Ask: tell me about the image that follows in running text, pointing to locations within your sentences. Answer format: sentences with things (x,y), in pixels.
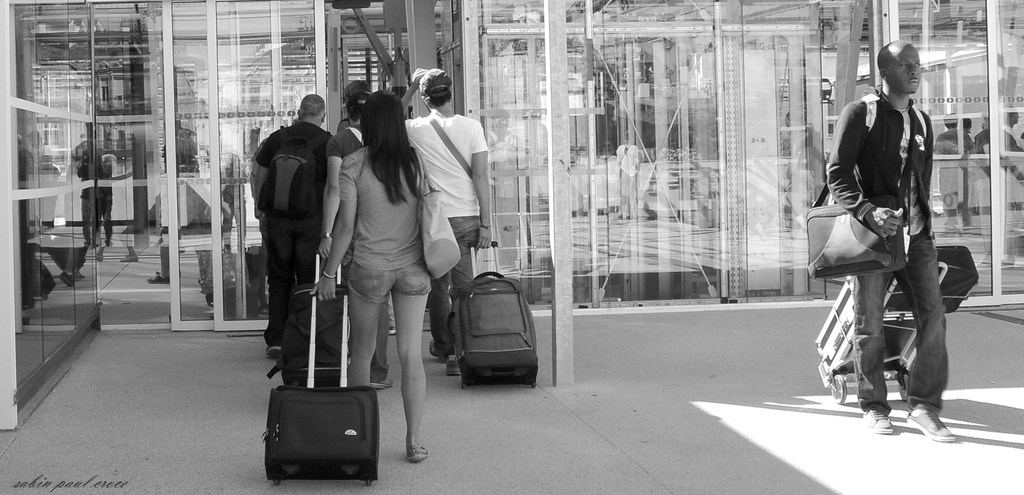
There are few people (403,311) walking in the road (678,318) carrying luggage bags (477,278) in their hands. In the background (272,85) there are glass doors (487,132) and few people (181,175) behind the door (209,139).
